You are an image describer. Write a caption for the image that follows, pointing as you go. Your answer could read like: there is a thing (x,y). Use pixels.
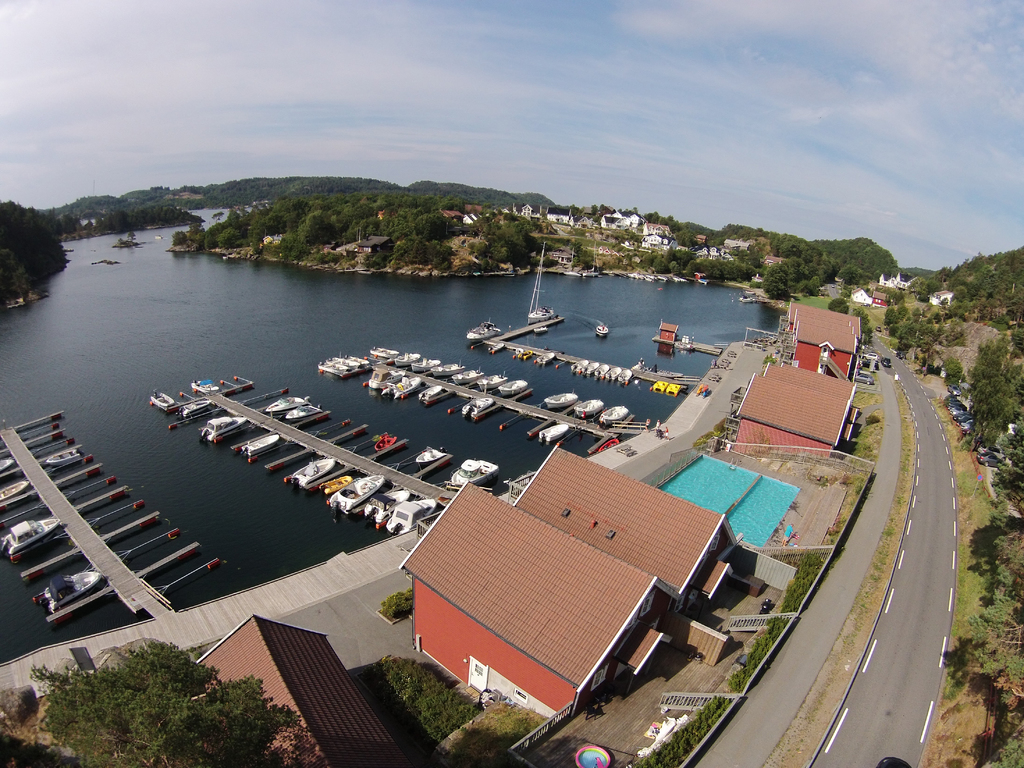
As we can see in the image there is water (221,372), trees (147,212), houses (704,569), boats (435,449) and grass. On the top (431,47) there is sky (402,53).
